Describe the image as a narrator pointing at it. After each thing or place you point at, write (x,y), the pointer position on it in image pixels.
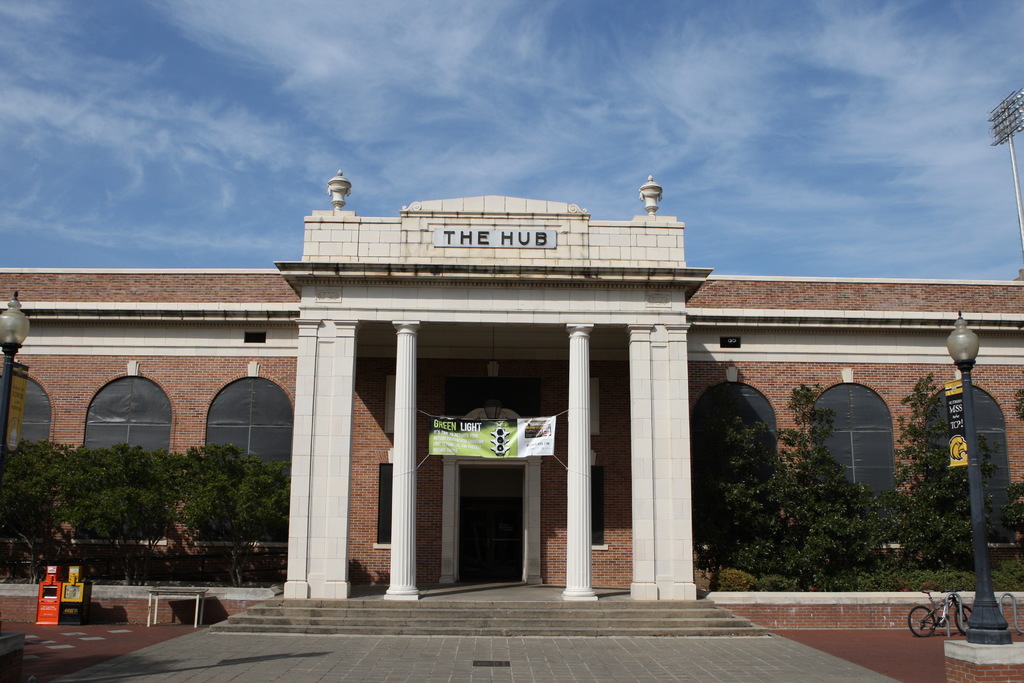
In the middle of this image (508,348) there is a building (658,433) along with the pillars (658,433) and windows (847,407). In front of this building (276,369) there are many plants (817,532). On the right side (985,518) there is a pole (986,596). At the top of the image (586,110) I can see the sky (434,100) and clouds (709,94).
